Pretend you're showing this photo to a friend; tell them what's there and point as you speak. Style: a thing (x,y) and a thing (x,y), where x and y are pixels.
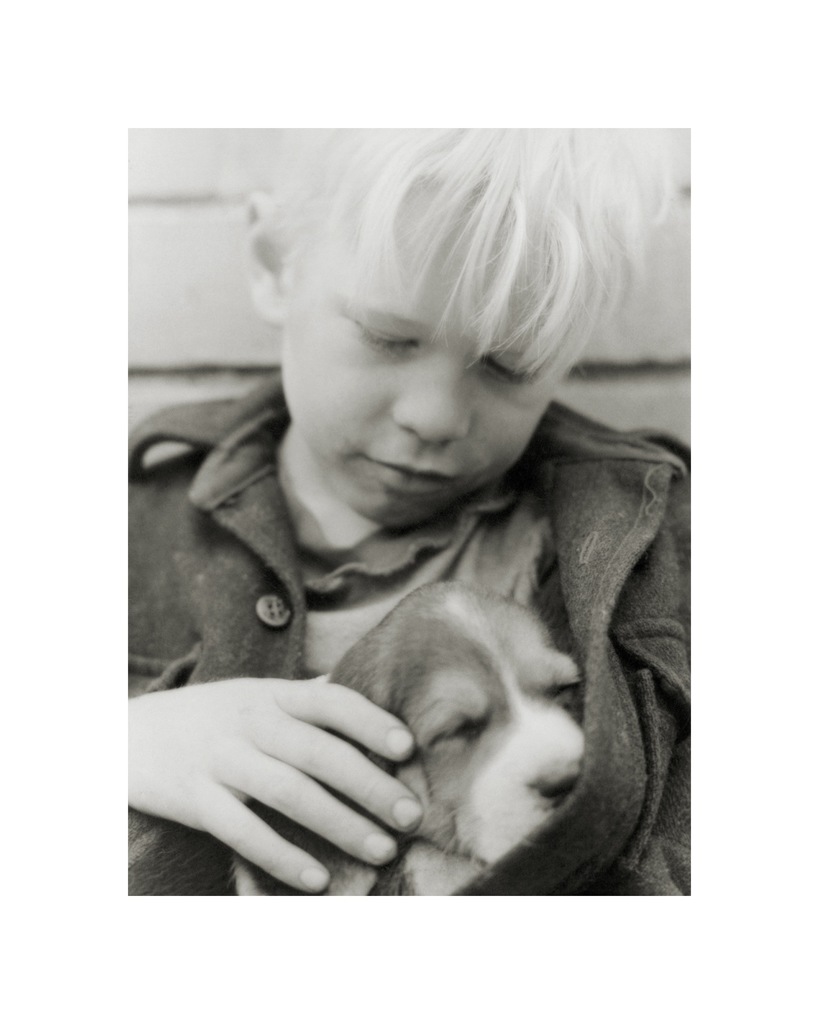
In this image In the middle (438,441) there is a boy (432,465) he wear black jacket (598,520) he is holding a dog (431,709). In the background (204,319) there is a wall (647,299).
